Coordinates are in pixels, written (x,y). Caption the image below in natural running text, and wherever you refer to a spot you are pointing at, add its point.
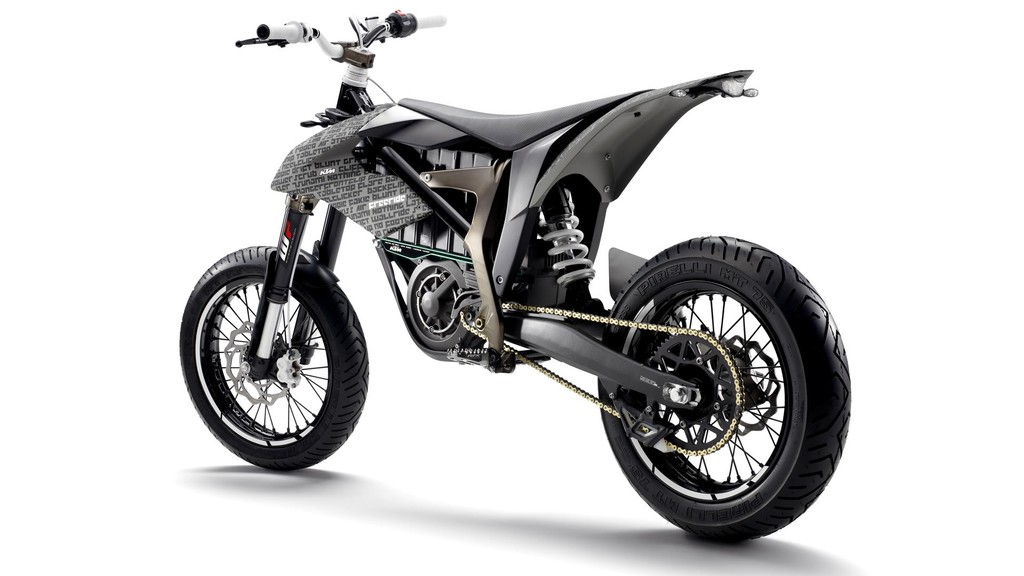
In this image I can see a motorcycle (451,132) with strong wheels (822,306). Seems like any other two wheeler motorcycle (404,121).
